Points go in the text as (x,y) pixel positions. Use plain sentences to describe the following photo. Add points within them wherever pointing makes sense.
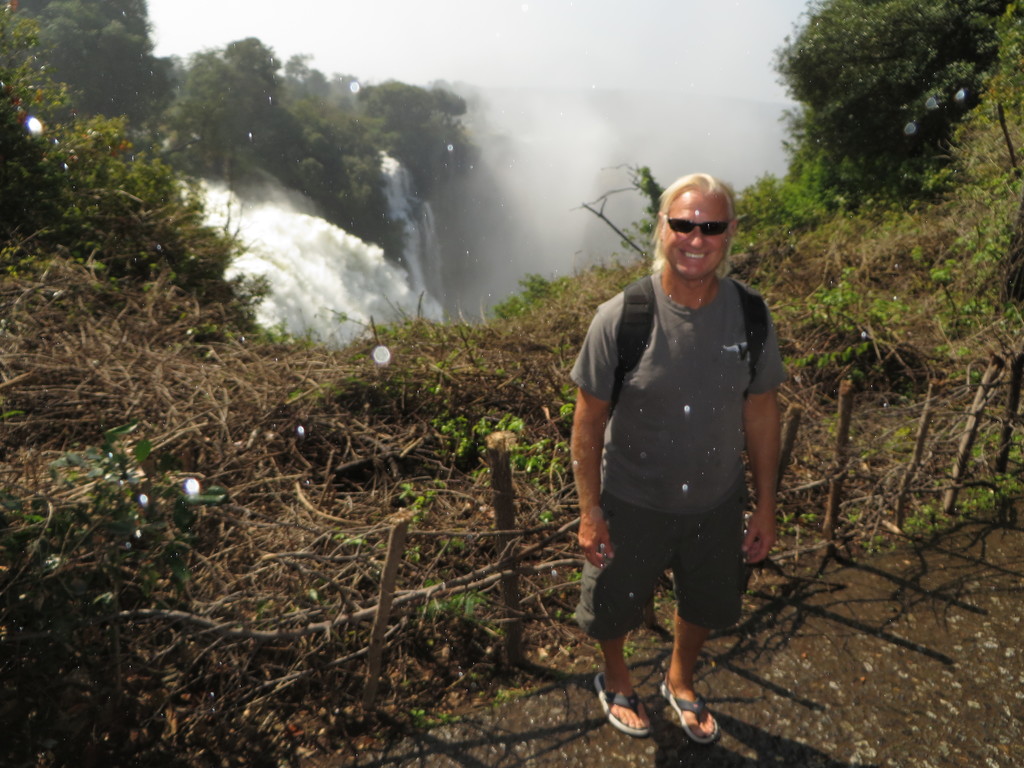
this picture shows a man (657,251) standing. we see smile (685,252) on his face (677,247) and sunglasses (693,222). He wore a backpack (644,331) on his back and we see trees (214,133) and waterfall (332,271).
